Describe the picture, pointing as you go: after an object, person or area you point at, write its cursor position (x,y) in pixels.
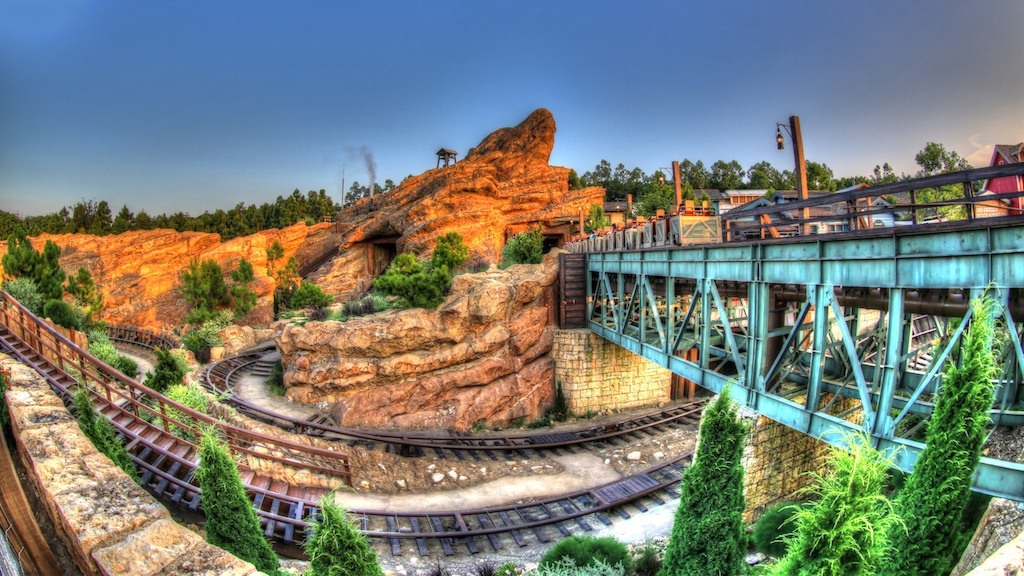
In this picture we can see a bridge (1006,307), houses (832,212), wooden poles (799,169), trees (234,502), railway tracks (232,384), rocks (317,240), walls (84,490), smoke (368,159), hut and in the background (417,166) we can see the sky (674,91).
